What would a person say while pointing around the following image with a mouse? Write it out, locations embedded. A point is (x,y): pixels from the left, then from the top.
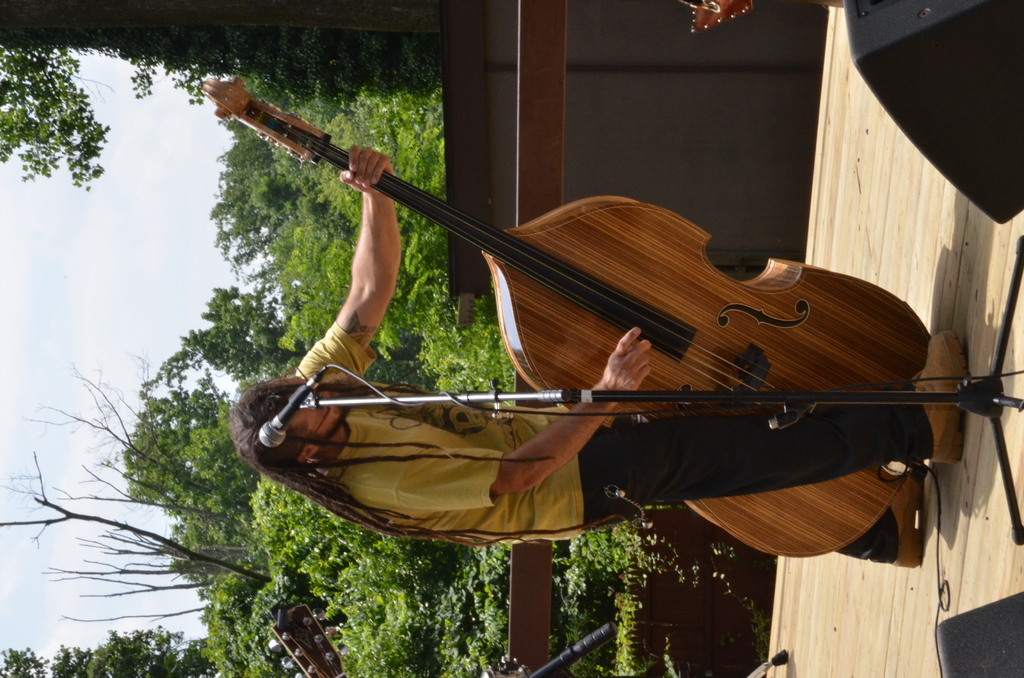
In this image we can see a person (259,405) playing a musical instrument (791,527). In the foreground (990,136) we can see few objects (946,98) on a surface (884,234). Behind the person (627,438) there are group of trees (561,547) and a wall (605,62). On the left side of the image (184,286) we can see the sky (76,363).
